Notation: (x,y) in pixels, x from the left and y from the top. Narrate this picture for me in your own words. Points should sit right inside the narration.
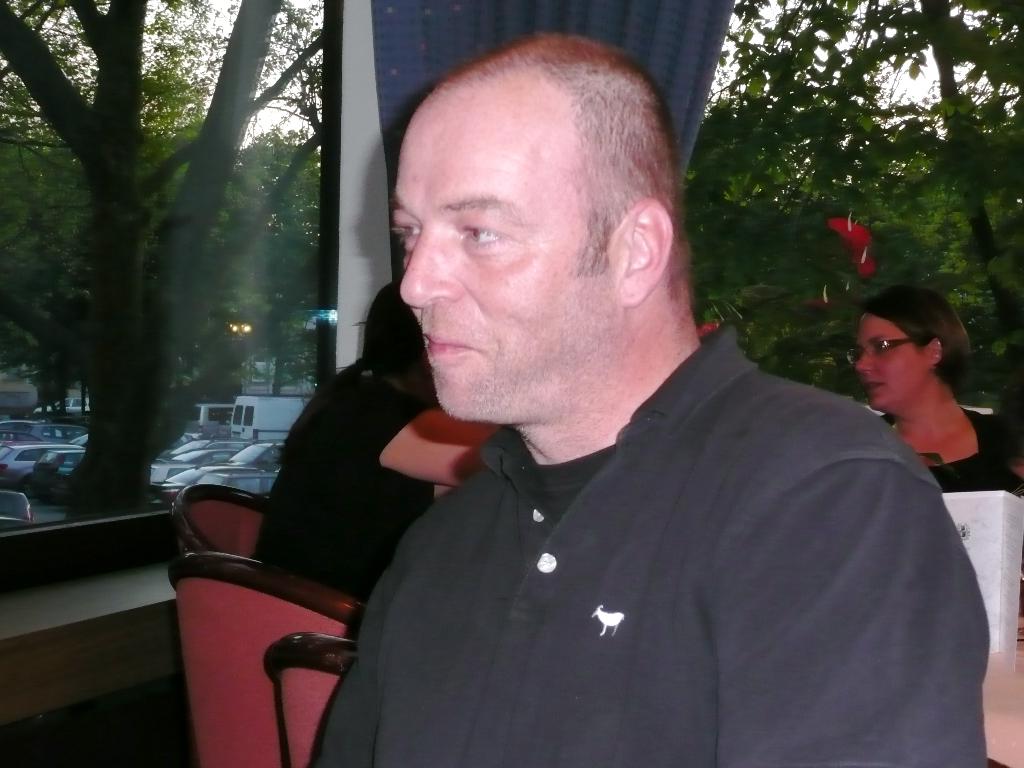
In this image there is a person (560,601) wearing black color T-shirt (528,616) sitting and at the background of the image (386,450) there are two lady persons (920,388) also sitting and there are trees (117,417), cars (66,469) and a window (201,368).
